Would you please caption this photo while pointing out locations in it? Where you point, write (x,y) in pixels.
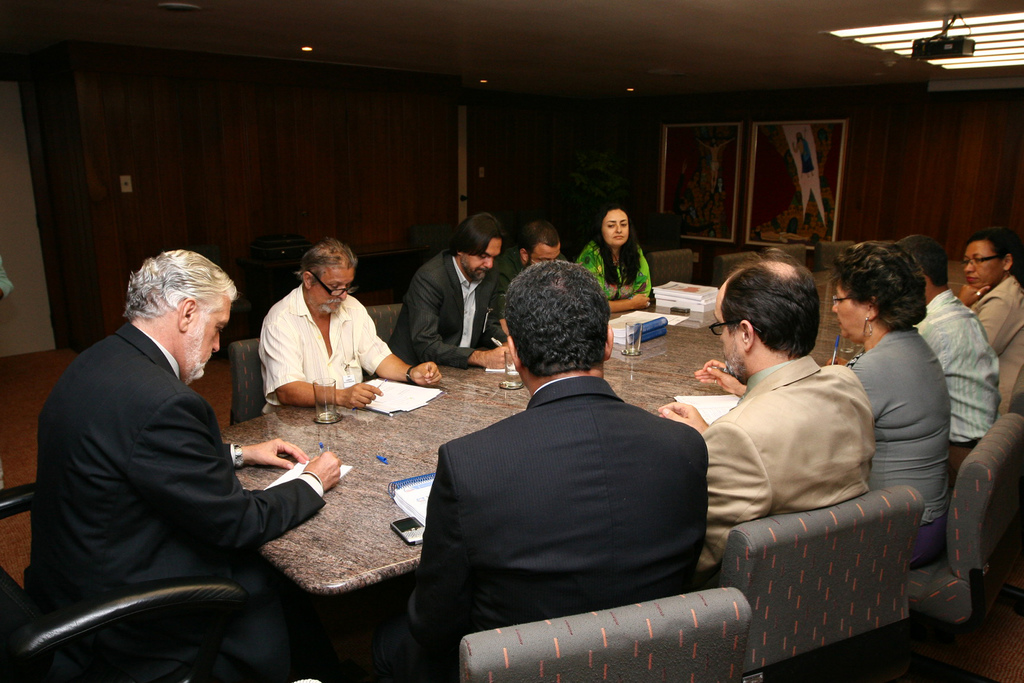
The image is taken in the room (597,227). In the center of the image (488,340) there is a table (380,543) and there are people (656,474) sitting around the table (407,464). On the table (347,419) there are glasses (505,382), papers (396,406), books (411,499), and mobiles (419,527). In the background (516,155) there are photo frames (712,199) and wall (174,140).
